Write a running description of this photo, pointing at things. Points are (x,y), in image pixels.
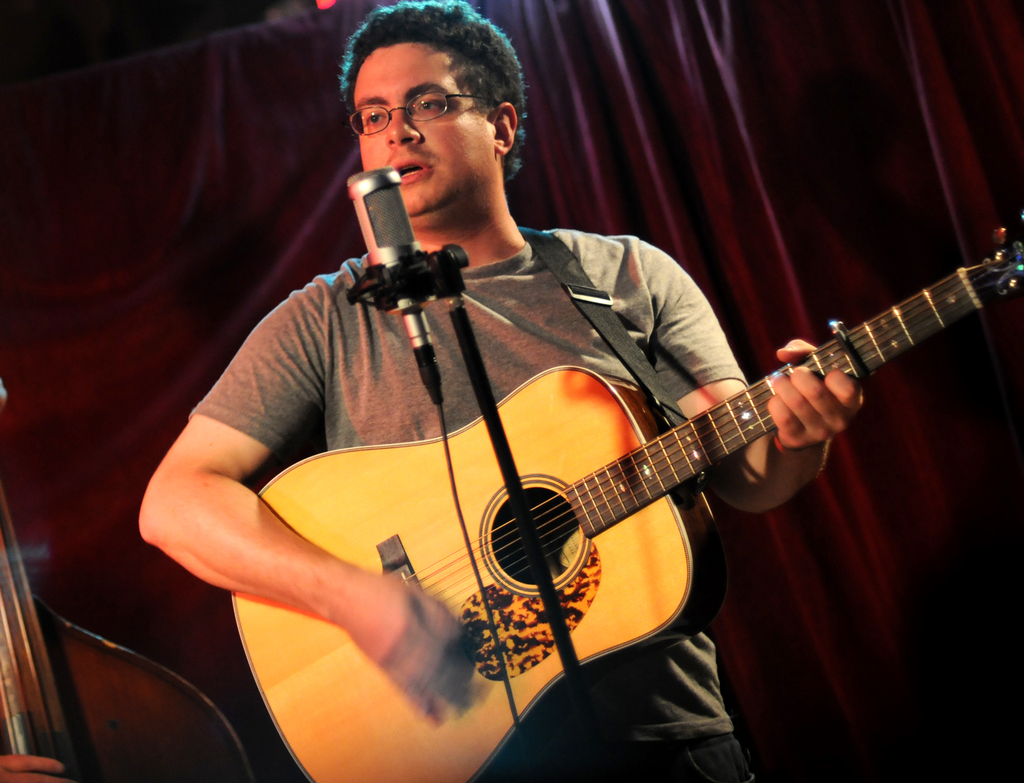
Here we can see a man (466,34) playing guitar (696,461) and singing a song with a microphone (375,278) in front of him.
